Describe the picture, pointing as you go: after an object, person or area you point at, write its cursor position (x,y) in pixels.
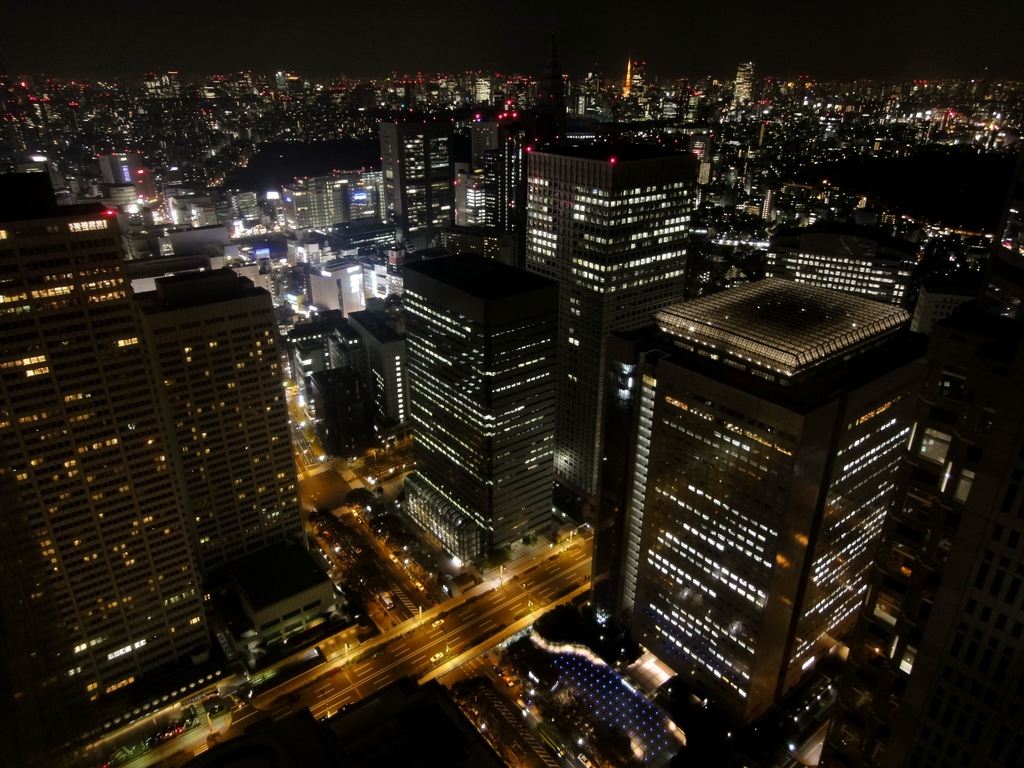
In this image, I can see the view of the city (108,265). These are the buildings (419,345) with the windows (676,236) and lights (634,237). I think this is the road (439,645). I can see the vehicles (143,748) on the road (470,630).
